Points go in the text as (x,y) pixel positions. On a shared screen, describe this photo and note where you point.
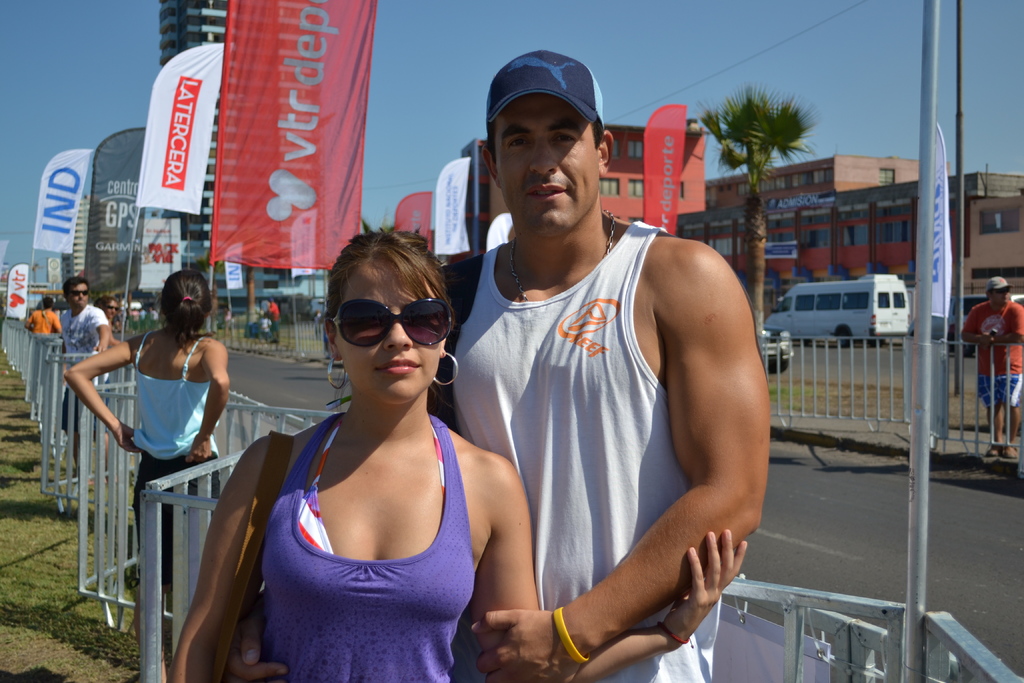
In this image there is a woman (396,510) wearing goggles (441,334). She is standing beside a person (601,400) wearing a cap (584,93). They are standing before the fence (889,617). There are few persons (96,397) standing behind the fence (97,432). There are few banners (252,192) attached to the poles (212,288). Right side (1001,359) there is a person (1005,385) wearing a cap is standing behind the fence (839,366). Few persons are standing on the pavement (867,384). There are few vehicles (872,334) are on the road (822,356). There is a tree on the pavement (816,423). Background there are few buildings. Top of the image (537,19) there is sky (460,19).
